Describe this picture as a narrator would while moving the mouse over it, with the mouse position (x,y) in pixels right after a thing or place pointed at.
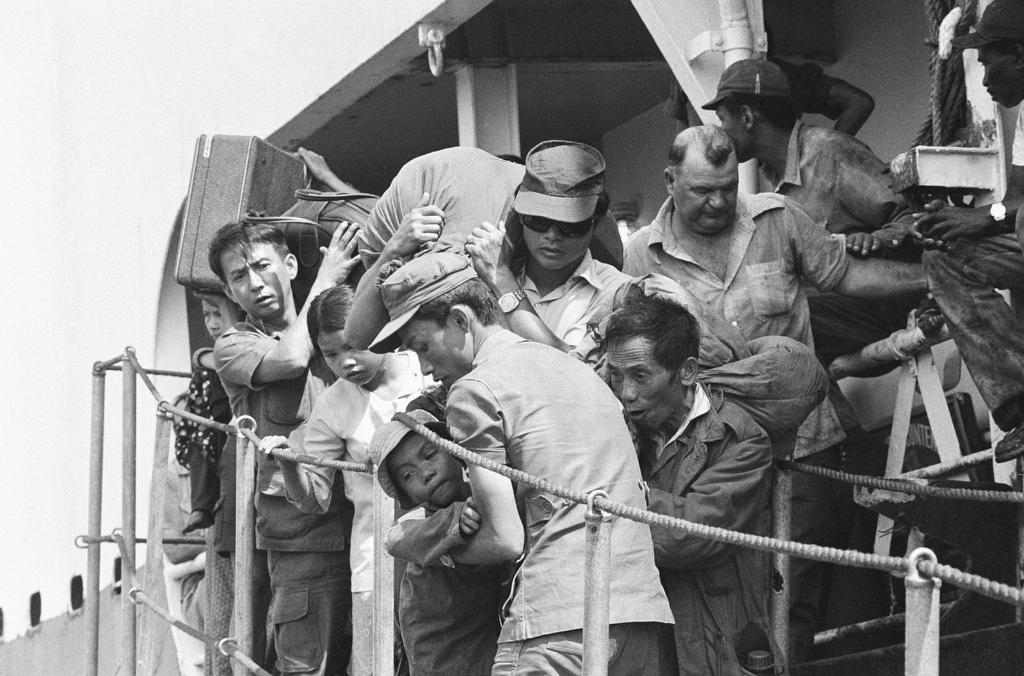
A group of people (568,469) are there, few of them (615,348) carrying the luggage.
